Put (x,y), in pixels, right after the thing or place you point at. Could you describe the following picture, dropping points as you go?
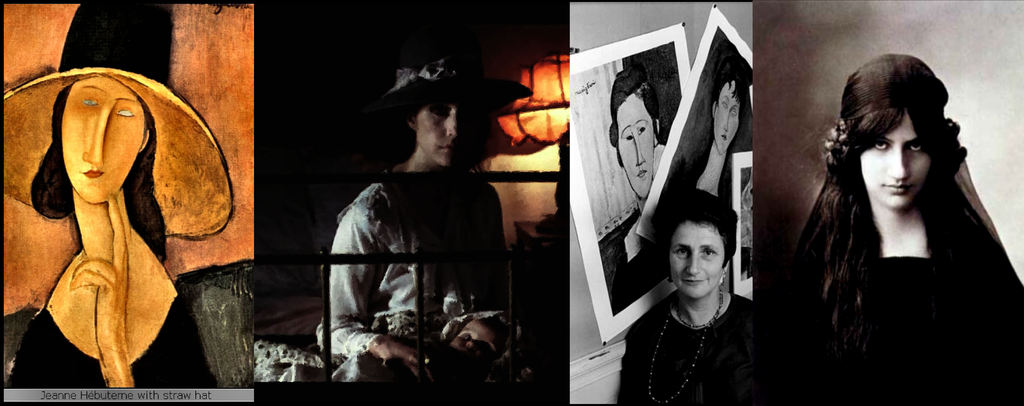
This image looks like an edited photo in which I can see a group of peoples paintings (623,256), photo frames (607,292) and posters (652,253).
